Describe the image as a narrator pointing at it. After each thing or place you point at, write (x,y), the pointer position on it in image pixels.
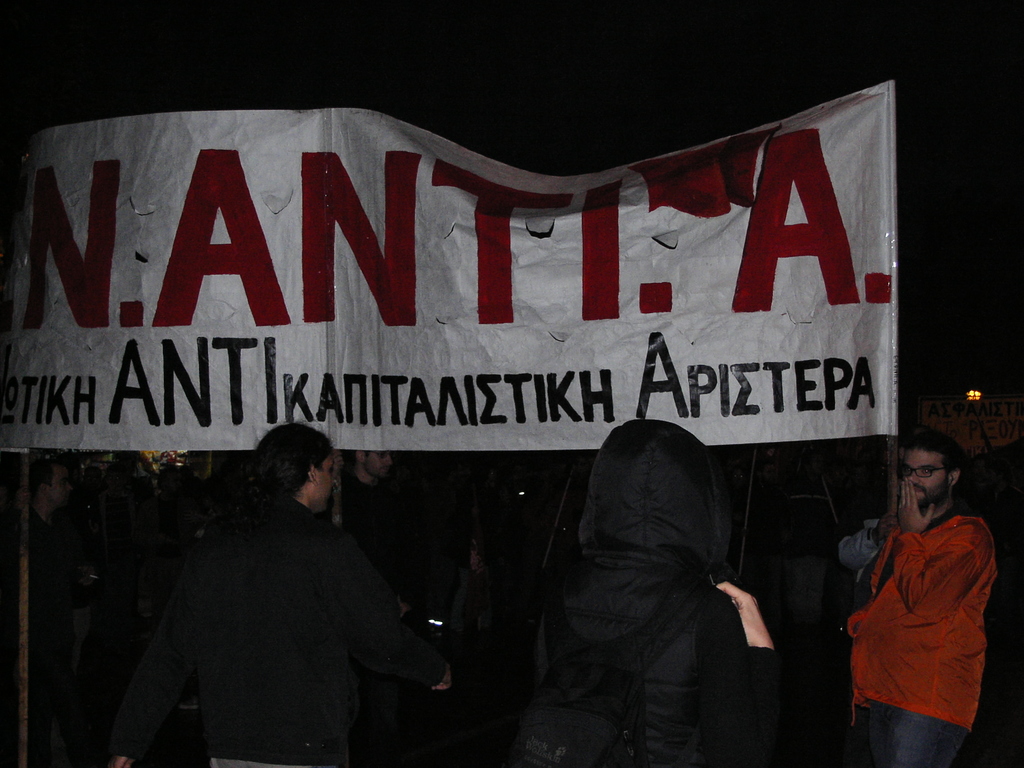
In this image I can see few persons (36,673) standing, few wooden poles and a huge banner (470,365) which is white, red and black in color is attached to the poles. In the background (571,98) I can see the dark sky (507,58).
